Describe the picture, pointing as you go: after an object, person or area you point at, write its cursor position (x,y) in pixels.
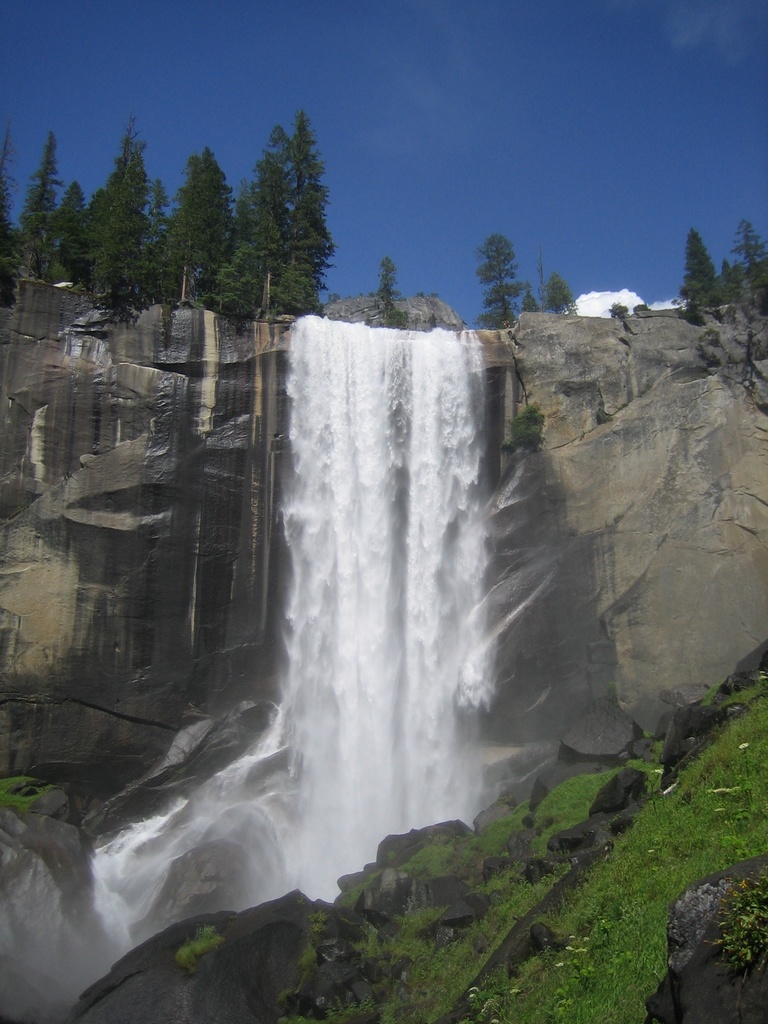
In this picture we can see a waterfall (349,530). On the right side of the image (588,643), there are rocks (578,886) and grass (633,881). At the top of the image (392,159), there are trees (692,298) and the sky (458,138).
